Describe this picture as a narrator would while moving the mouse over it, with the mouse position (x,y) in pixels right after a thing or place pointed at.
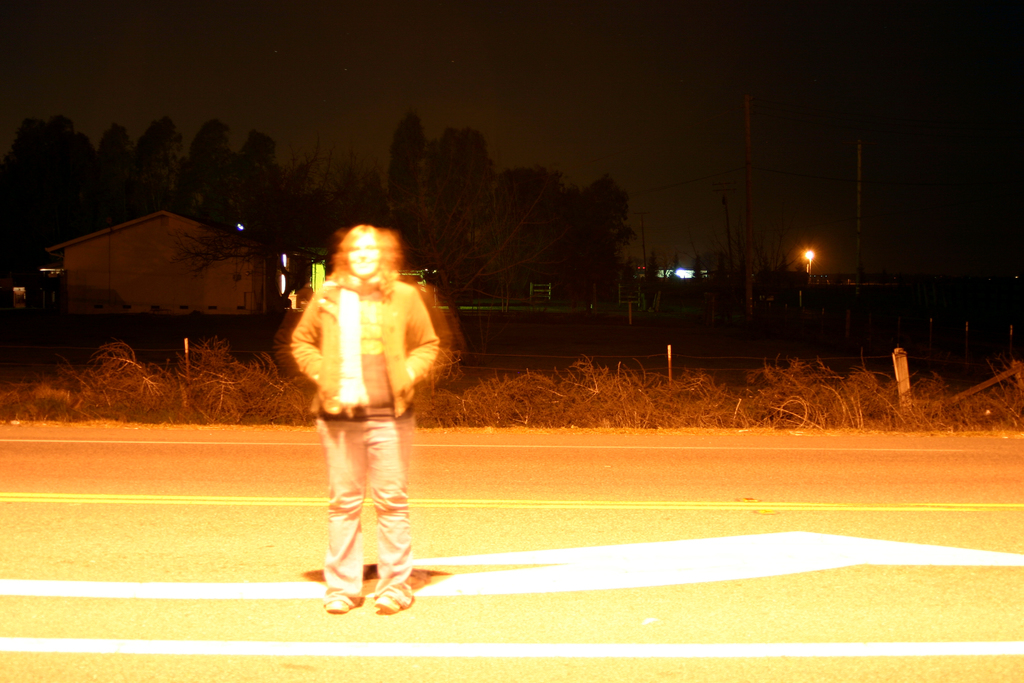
In this picture we can see a woman (325,458) standing on the road (430,566) and at the back of her we can see plants (181,371), buildings (181,274), poles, trees (586,278), lights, some objects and in the background (401,54) we can see the sky (613,54).
